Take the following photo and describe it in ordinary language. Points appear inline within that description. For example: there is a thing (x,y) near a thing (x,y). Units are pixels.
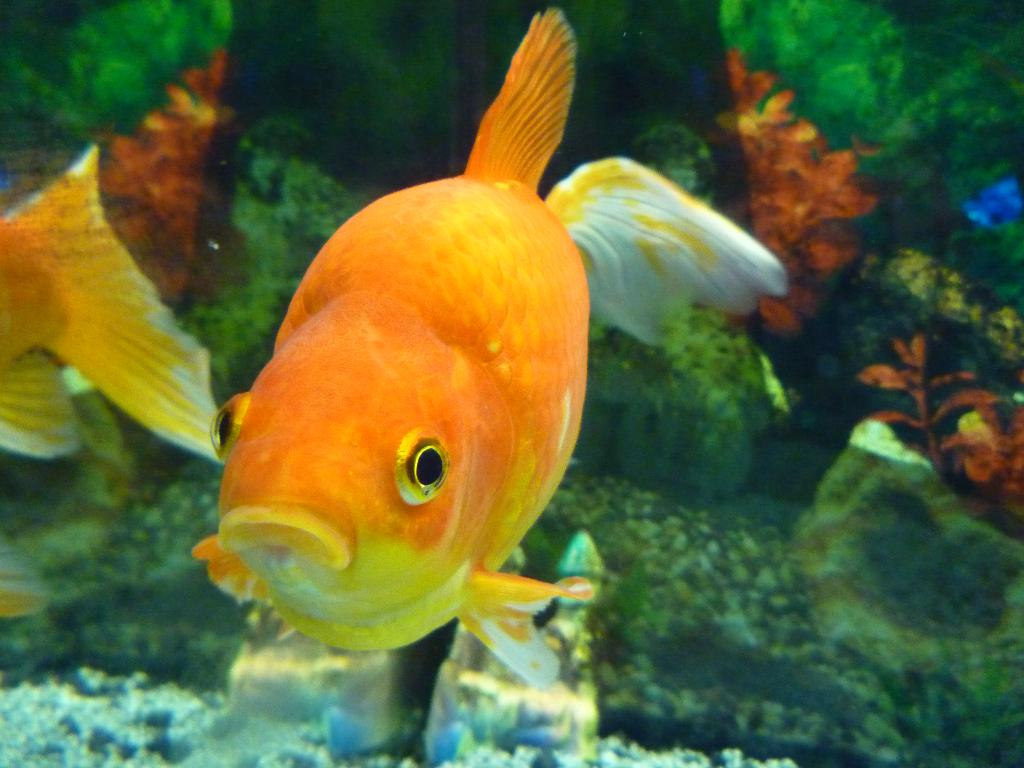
In this picture there is a fish (387,535) in the center of the image (541,422), in the water (89,552).
